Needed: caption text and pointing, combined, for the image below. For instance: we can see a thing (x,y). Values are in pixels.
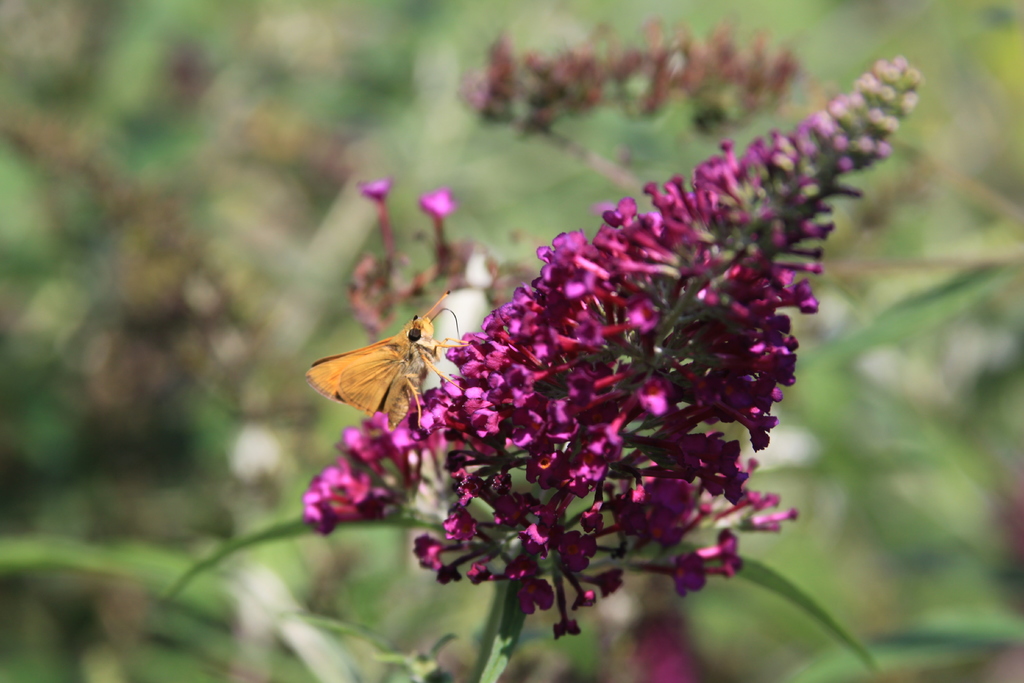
There is an insect (423,344) on the plant (686,428), this is a flower (657,388).
